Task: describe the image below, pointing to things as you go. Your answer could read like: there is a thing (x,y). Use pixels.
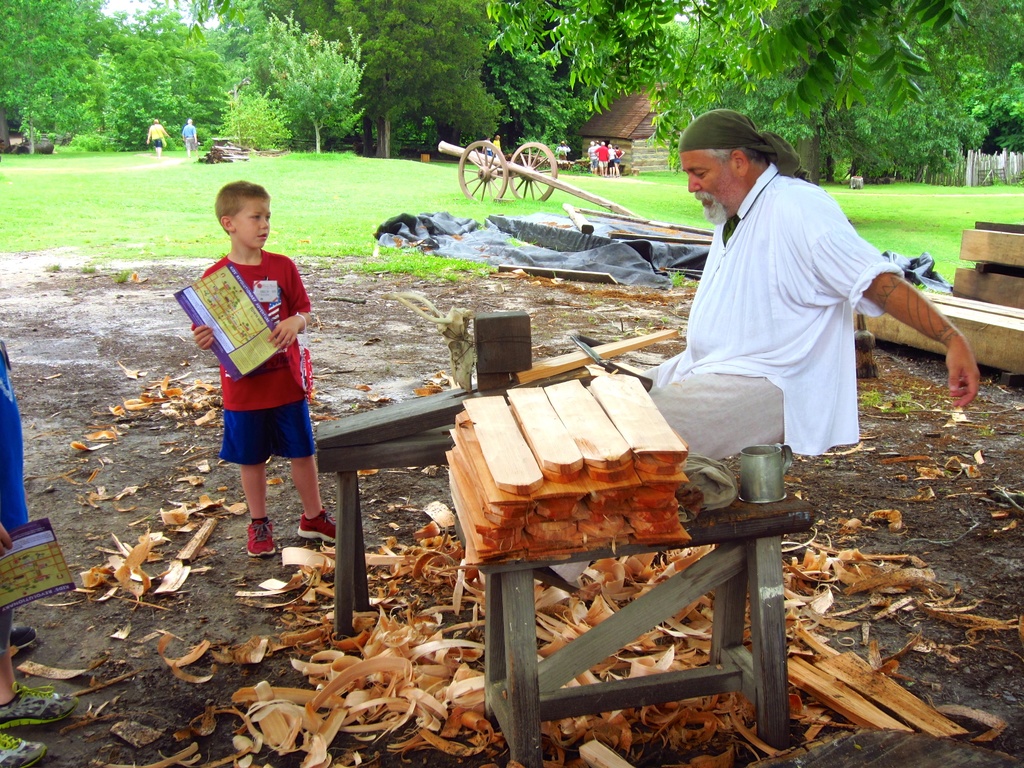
In this picture we can see person (714,180) sitting and doing some carpentry work and on this table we can see wooden log (562,482), jar (774,452) here this boy (273,313) holding paper (216,301) in his hand (276,344) and looking at him and in background (251,106) we can see trees (272,110), house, grass (289,169), some persons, wheel cart (517,173), sheet (493,216).
